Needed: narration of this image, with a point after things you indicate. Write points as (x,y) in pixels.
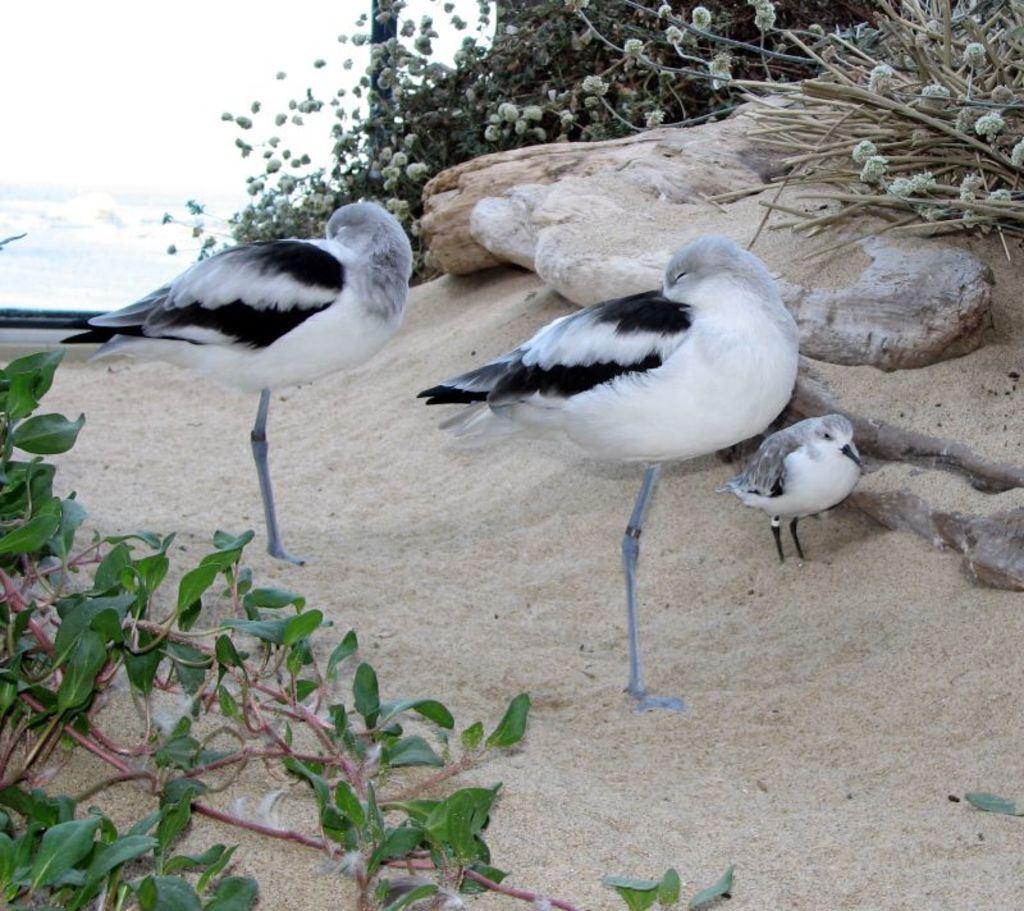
In this image we can see some birds (801,487) standing on the sand (586,502). In the background (889,122) we can see twigs (787,86), rocks (551,176) and creepers (200,700).
